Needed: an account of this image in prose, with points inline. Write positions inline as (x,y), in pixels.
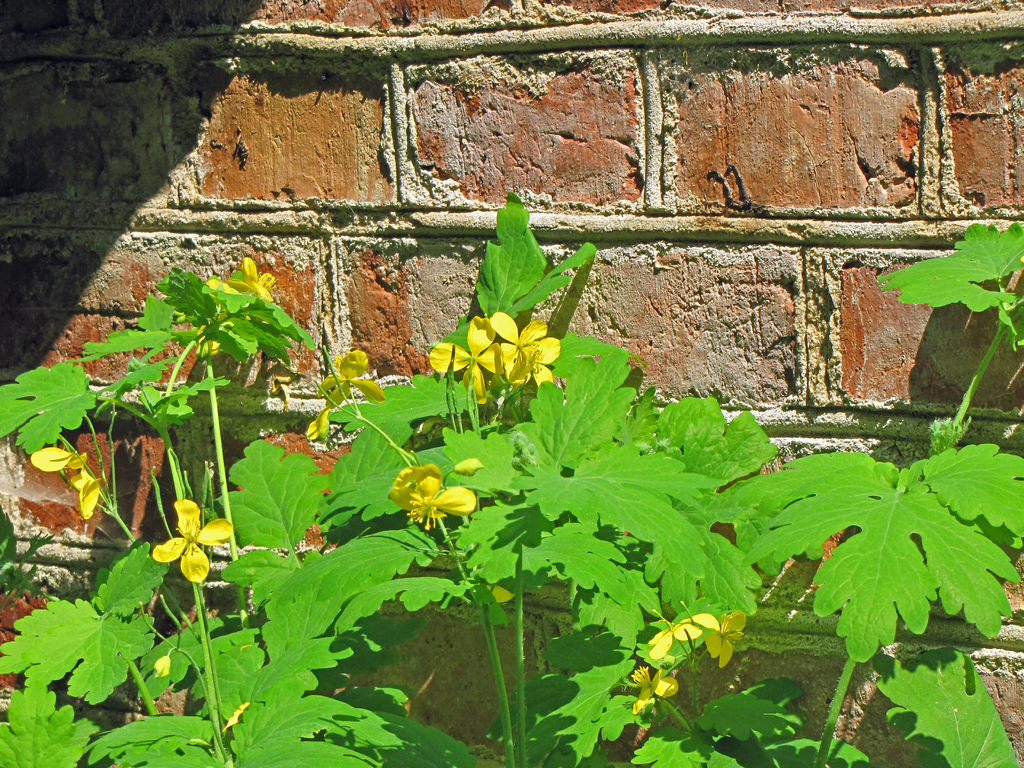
In this image there are some plants (154,665) with some flowers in the bottom of this image (474,645) and there is a wall (487,219) in the background (487,219).
